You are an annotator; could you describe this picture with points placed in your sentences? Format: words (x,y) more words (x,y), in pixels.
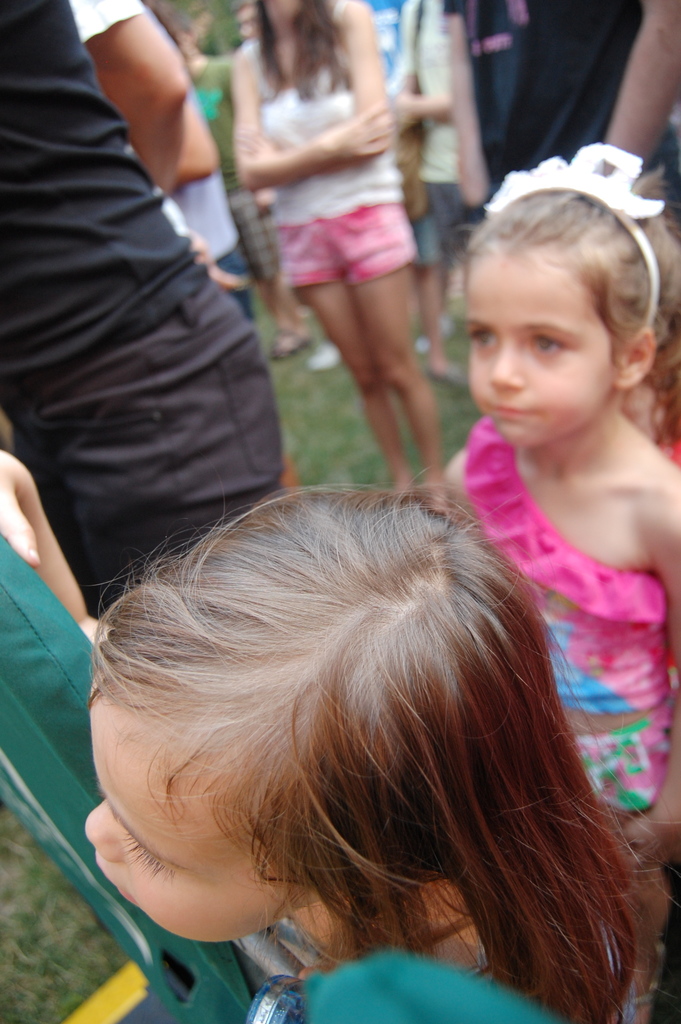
In this picture I can see few people (295,188) standing and I can see couple of girls (463,663) and I can see grass (308,454) on the ground (308,454).
